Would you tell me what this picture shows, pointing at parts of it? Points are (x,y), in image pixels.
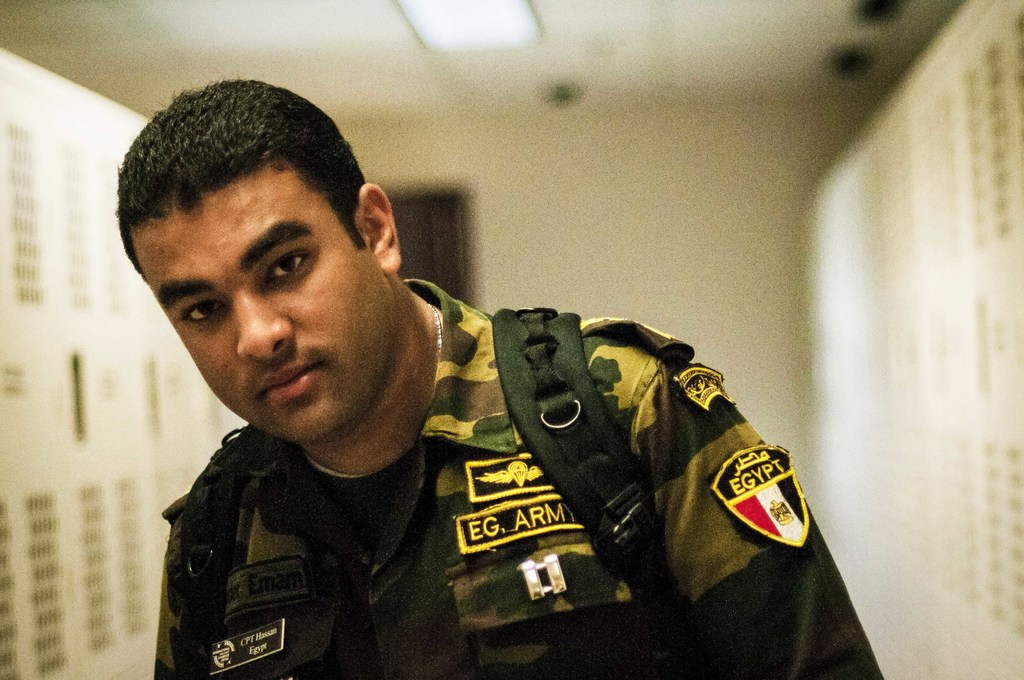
In this picture we can see a person (432,643). There is a light (436,22) on top (448,33). Background (377,18) is blurry.
